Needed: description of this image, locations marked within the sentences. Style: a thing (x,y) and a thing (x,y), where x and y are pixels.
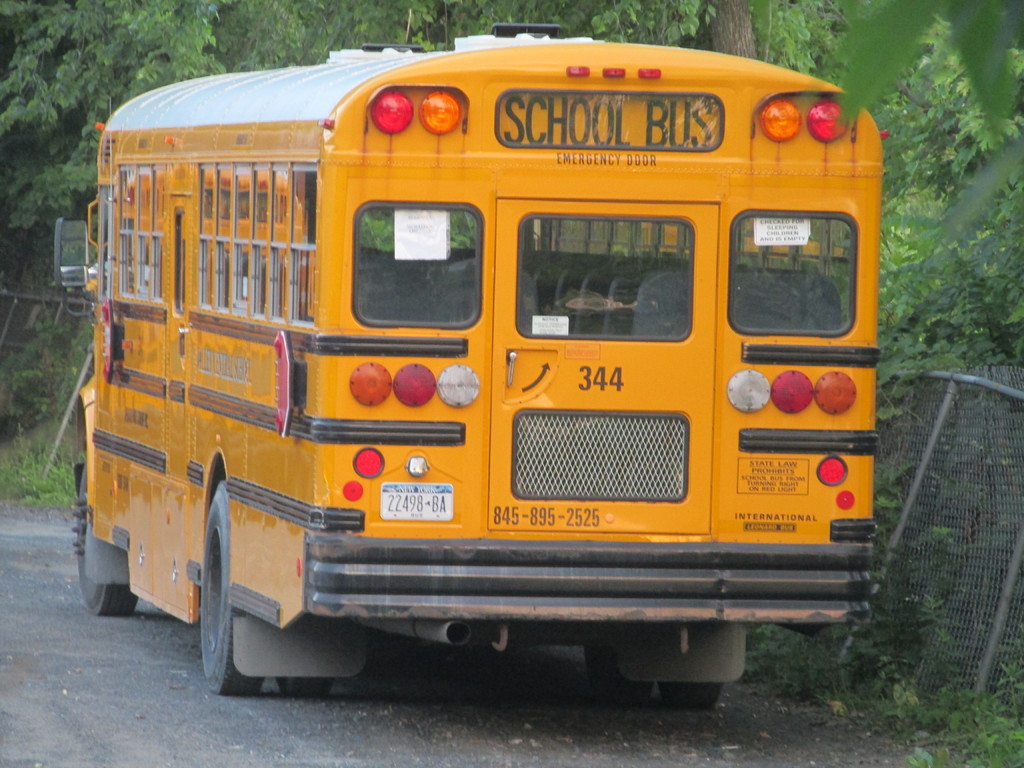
In this image we can see one school bus (300,509) on the road (50,582), some papers (792,222) attached backside of the bus glass (420,293), one fence (993,583) around the trees (976,116), some text (788,485) and numbers (569,525) on the school bus (196,460), some trees (30,294), plants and some grass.
